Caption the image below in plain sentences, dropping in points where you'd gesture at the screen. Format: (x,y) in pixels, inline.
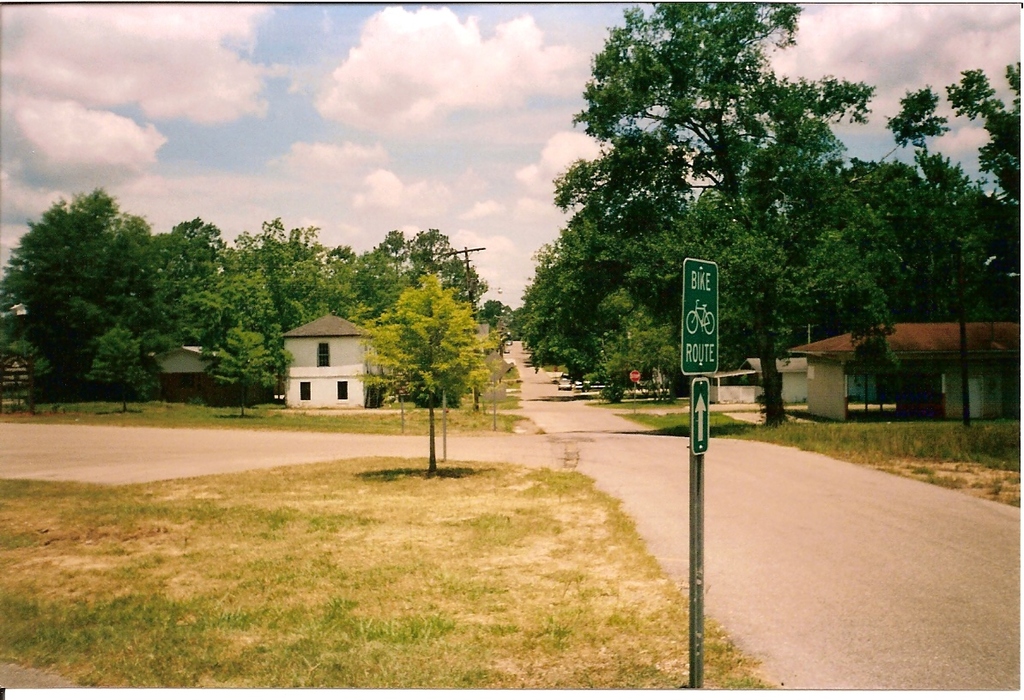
In this image I can see a board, light poles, grass (423,572), plants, trees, houses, windows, vehicles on the road (629,436). In the background (446,144) I can see the sky (380,139). This image is taken may be during a day.
